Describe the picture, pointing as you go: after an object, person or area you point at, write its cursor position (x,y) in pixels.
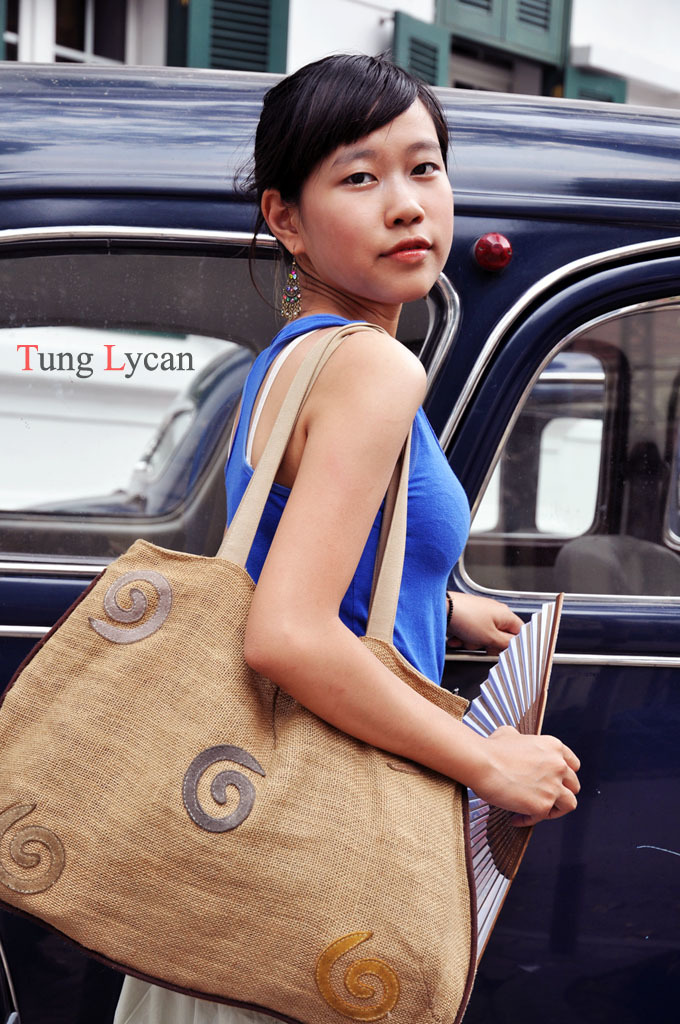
Woman (385,708) standing wearing bag (197,775), in the back there is car (552,198), window (506,60).
